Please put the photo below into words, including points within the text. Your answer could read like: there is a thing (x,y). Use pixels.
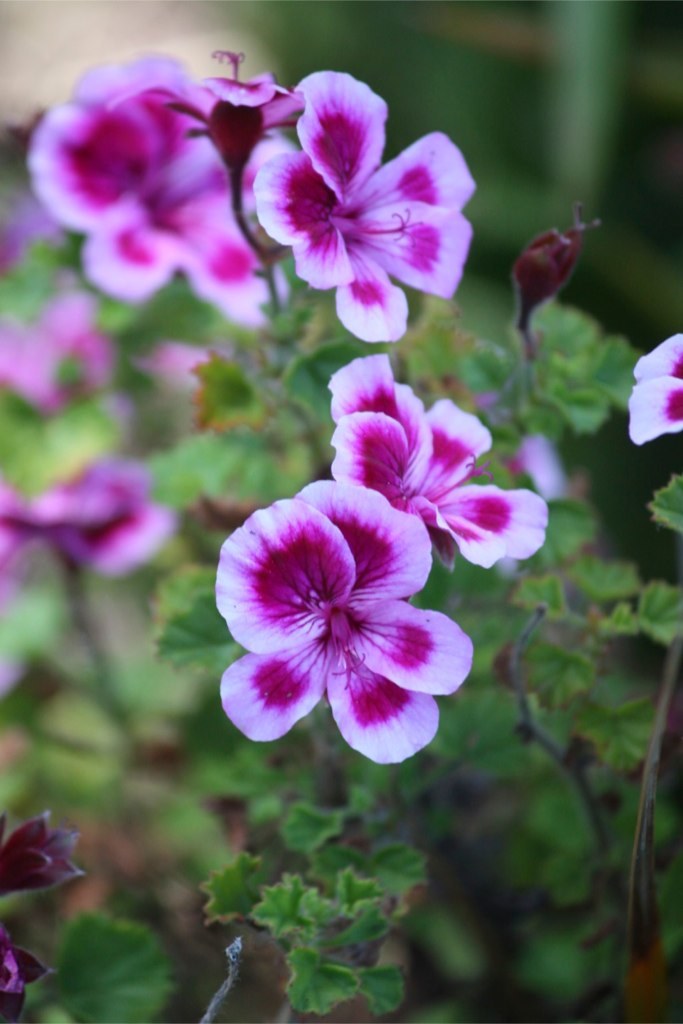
in this image I can see few flowers (346,392). They are in purple and white color. I can see a green color leaves (417,864).
